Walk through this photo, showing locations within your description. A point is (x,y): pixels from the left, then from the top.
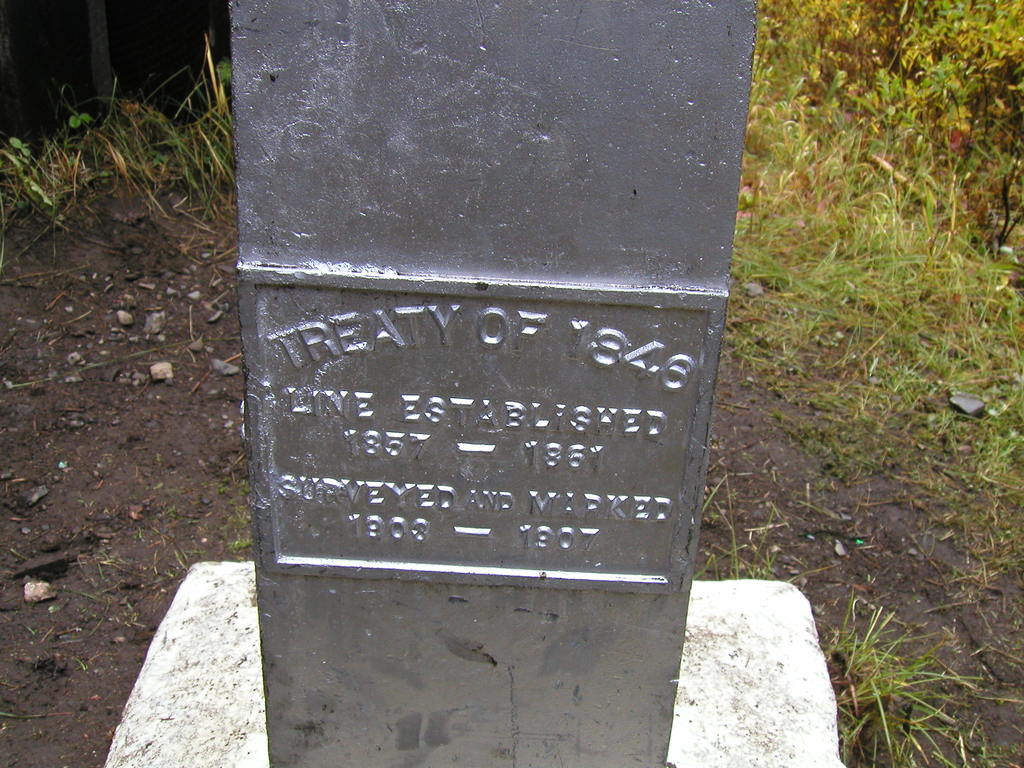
In this picture we can see a memorial (505,460) and in the background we can see grass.
